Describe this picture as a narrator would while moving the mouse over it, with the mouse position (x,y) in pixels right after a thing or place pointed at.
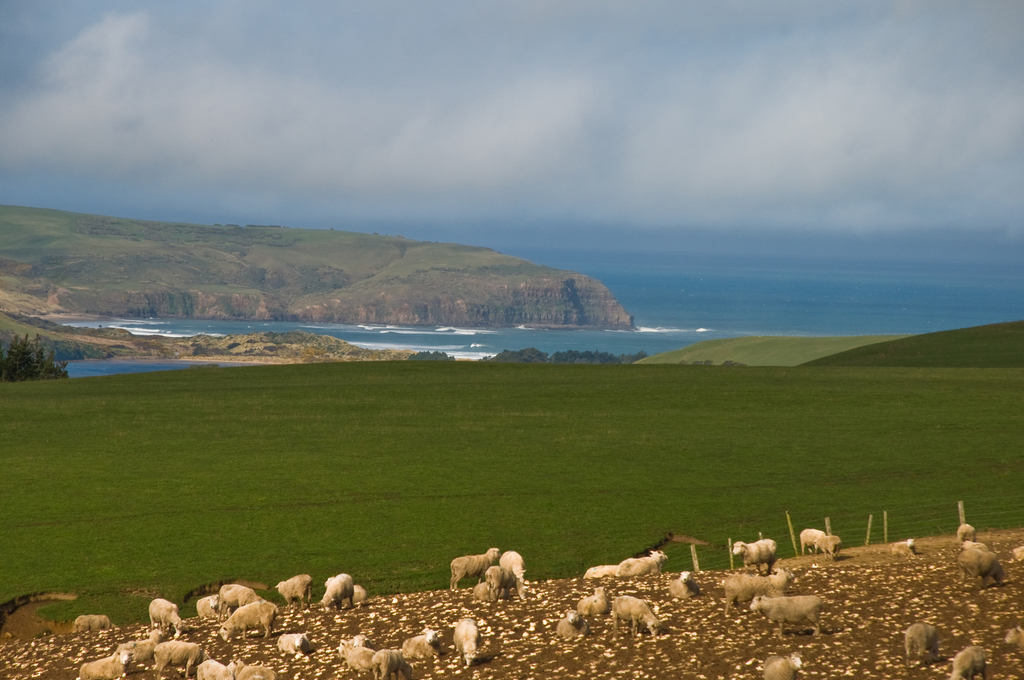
In this picture I can see few sheep (115,677) and grass (679,421) on the ground (711,369) and I can see few trees (497,359), water (583,348) and a blue cloudy sky (616,128).
